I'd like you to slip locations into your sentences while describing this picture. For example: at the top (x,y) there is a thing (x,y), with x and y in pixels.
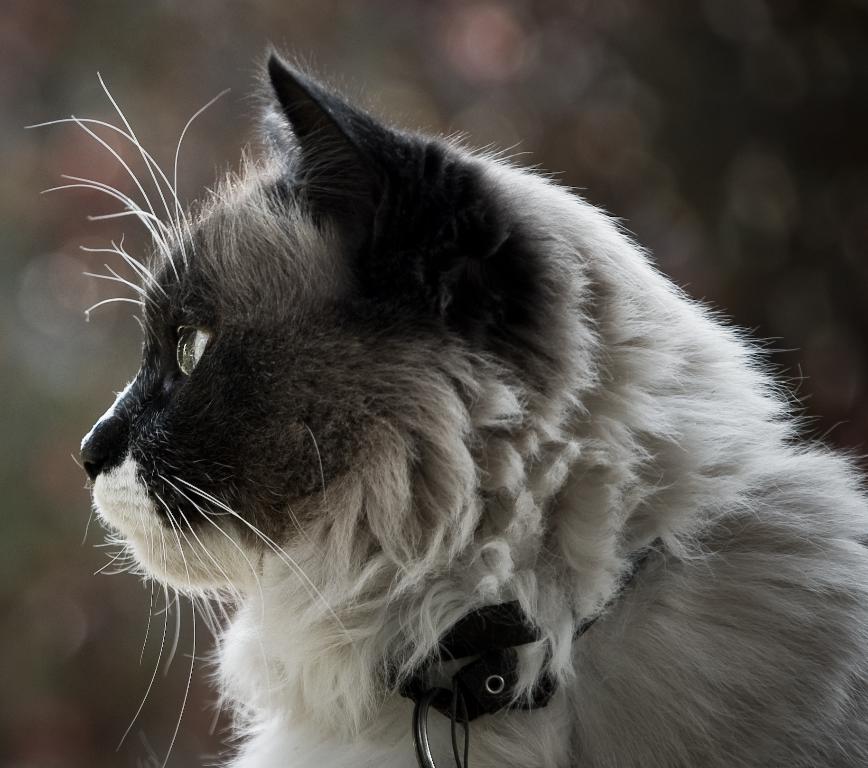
In this image, we can see a cat (852,681) wearing belt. Background (841,346) we can see the blur view.
